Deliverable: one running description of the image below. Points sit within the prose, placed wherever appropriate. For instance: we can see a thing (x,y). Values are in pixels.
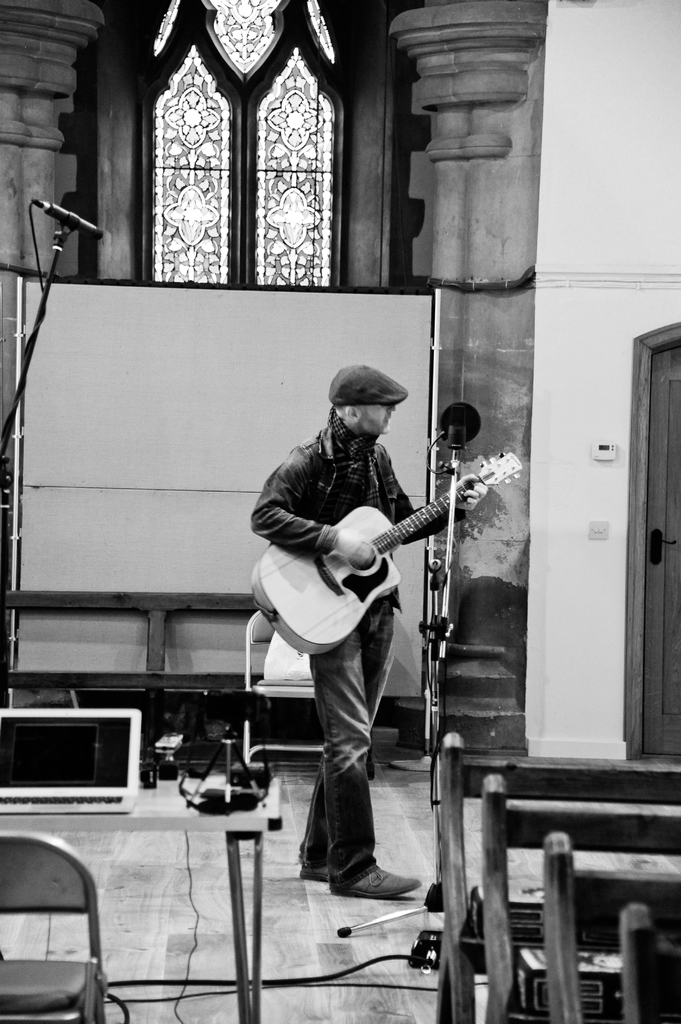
A picture of a black and white. This man (333,420) is standing and holding a guitar (340,580) in-front of a mic (452,432). This is screen (238,623). This are chairs (550,854). This is a window (247,132).
